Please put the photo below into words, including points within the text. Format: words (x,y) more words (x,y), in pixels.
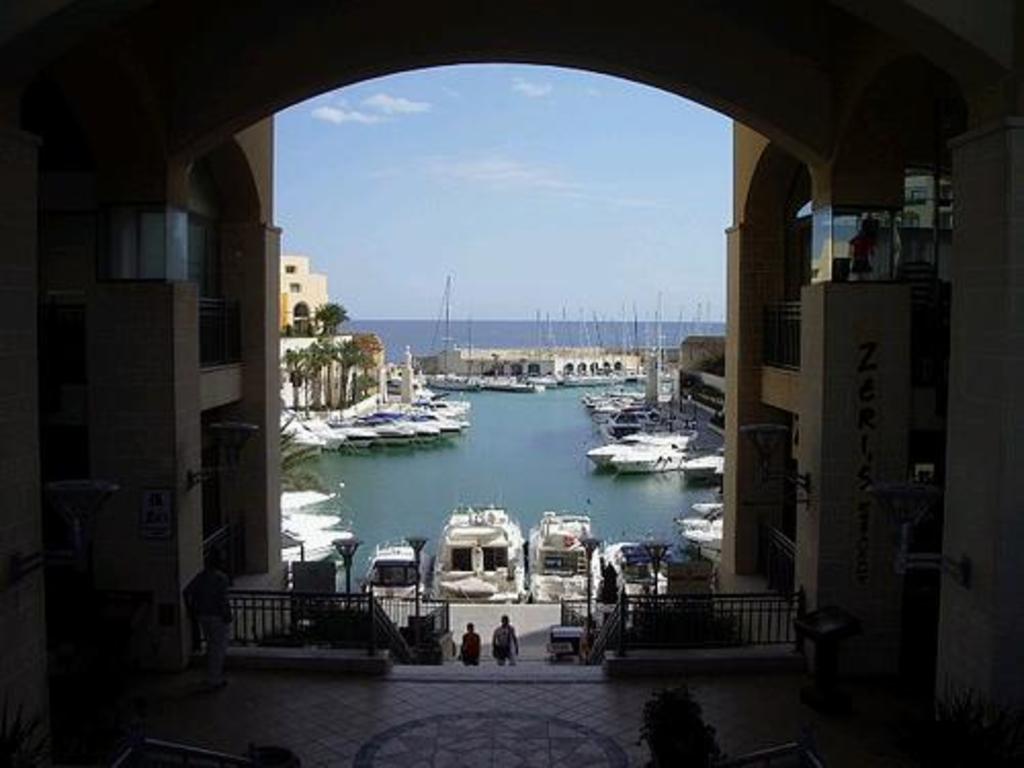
In this image there are pillars (20,566) with lights (75,518), metal railings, buildings (309,286), trees (293,446), ships (317,413) on the left corner (212,443). There are pillars (821,436) with lights (904,545), metal railings (709,619), ships (633,456) with poles (635,352) on the right corner (705,604). There is surface (345,686) at the bottom (559,715). There are people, ships (659,582), metal railing (300,606), there is water (427,530) in the foreground (501,564). There are ships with poles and there is water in the background (608,346). And there is sky (353,275) at the top (686,209).
